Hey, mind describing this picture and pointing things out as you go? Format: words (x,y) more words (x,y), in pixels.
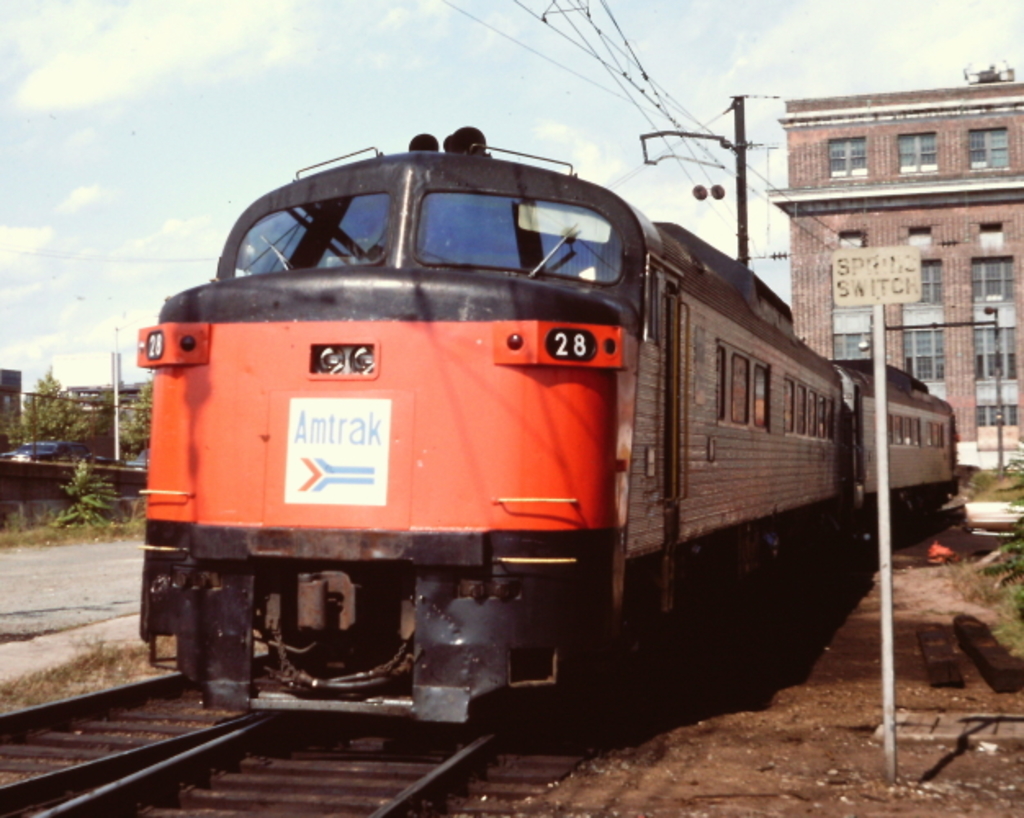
In this picture I can observe a train (533,406) on the railway track (233,745). This train (365,391) is in orange and brown colors. On the right side (865,294) there is a pole (876,323). On the left side (95,503) there are some plants (87,506) and trees (77,433). In the background (784,157) there is a building (859,323) and a sky (271,96) with some clouds (251,111).
